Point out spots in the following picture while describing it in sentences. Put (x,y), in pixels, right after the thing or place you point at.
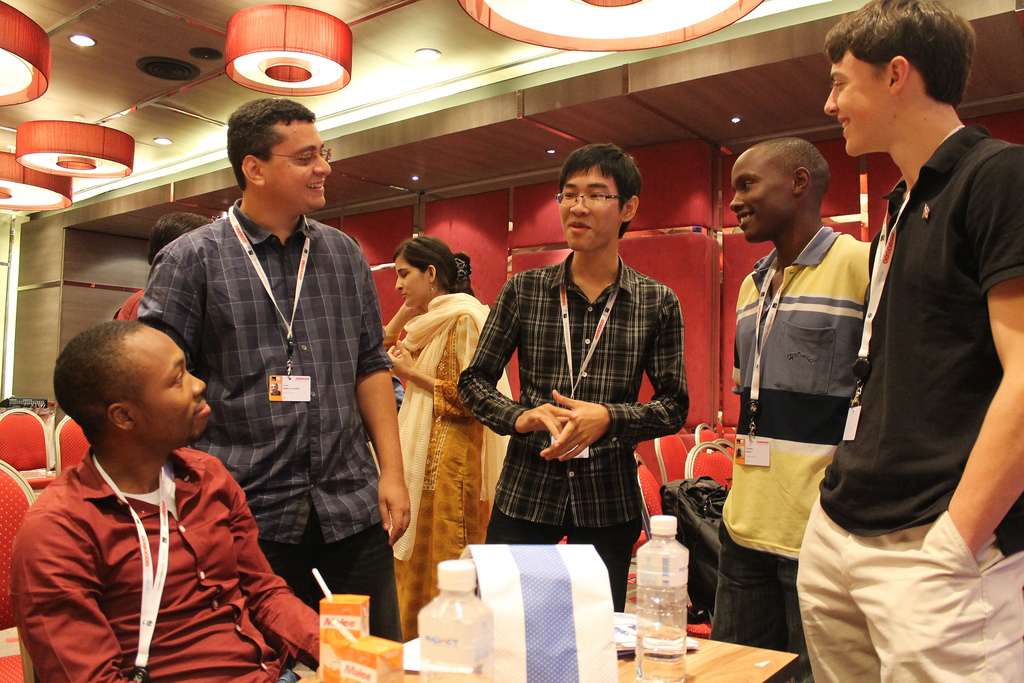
In the foreground of this image (647,434), there are four men (822,471) wearing ID tags (287,387) are standing in front of a table (732,667) on which there are bottles (468,647), tetra packs (391,654) and few more objects (545,639) on it. On the left (149,622), there is a man (149,622) wearing ID tag (140,645) is sitting on the chair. In the background (71,421), there are chairs (16,442), wall (88,235) and lights (257,44) to the ceiling (191,53).
